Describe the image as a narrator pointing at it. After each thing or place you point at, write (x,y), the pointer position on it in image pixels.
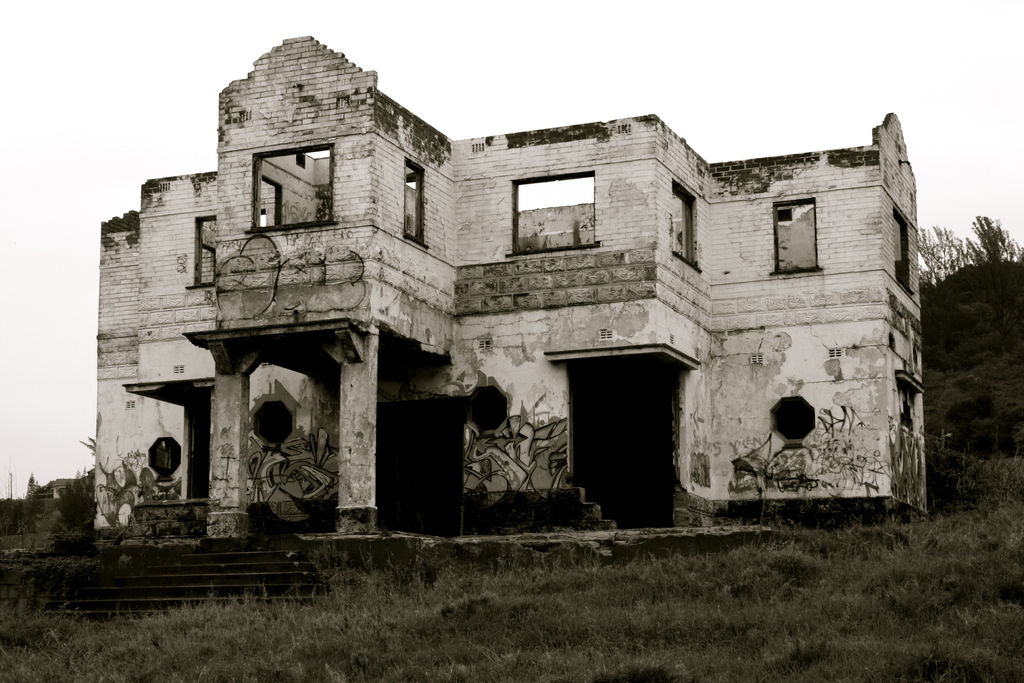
In this picture I can see a building (487,420), there is grass (262,665), there are trees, and in the background (255,47) there is the sky (453,24).
